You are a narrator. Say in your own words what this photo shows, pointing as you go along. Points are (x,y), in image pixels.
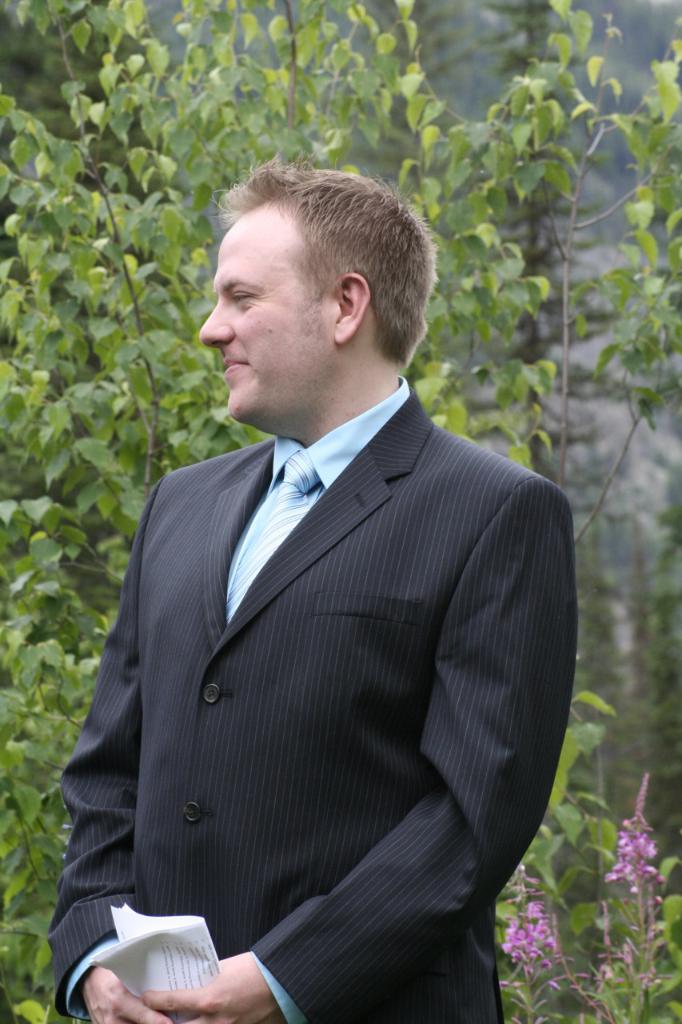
In this image I can see a person (334,625) wearing black color coat (350,598) and blue tie (294,490). Person (212,932) is holding papers (161,930). Back Side I can see trees (368,134) and pink color flowers (636,841).
